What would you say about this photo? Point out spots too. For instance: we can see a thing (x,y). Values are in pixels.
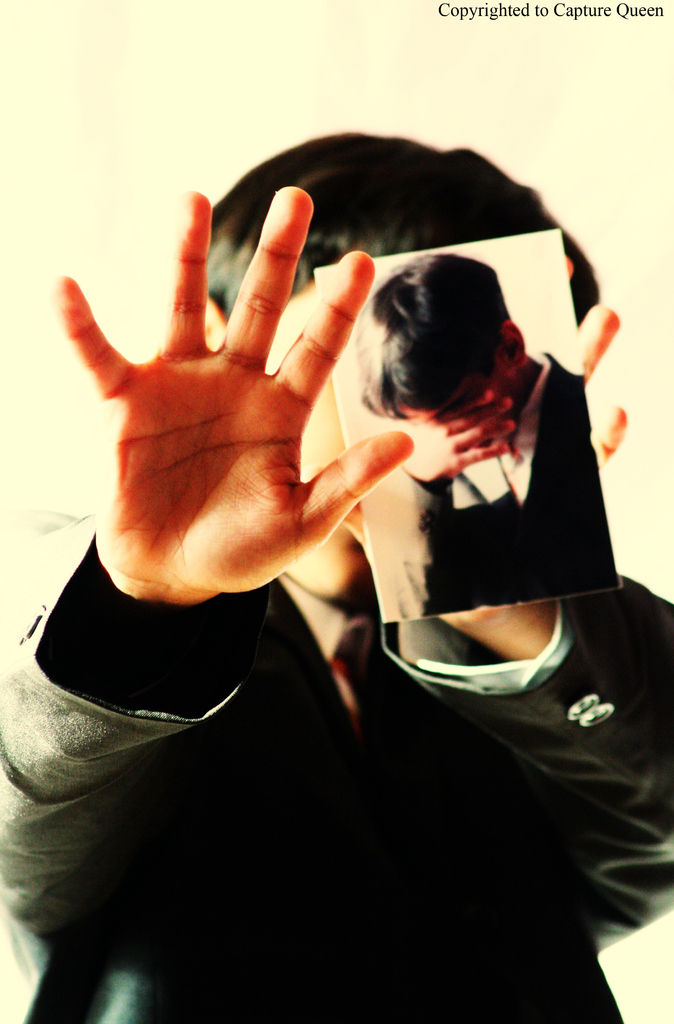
In this image we can see a person (388,201) holding a photograph (506,280) of another person (476,278) on his left hand (611,435) and covering his face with the right hand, on the top right corner of the image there is some text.
